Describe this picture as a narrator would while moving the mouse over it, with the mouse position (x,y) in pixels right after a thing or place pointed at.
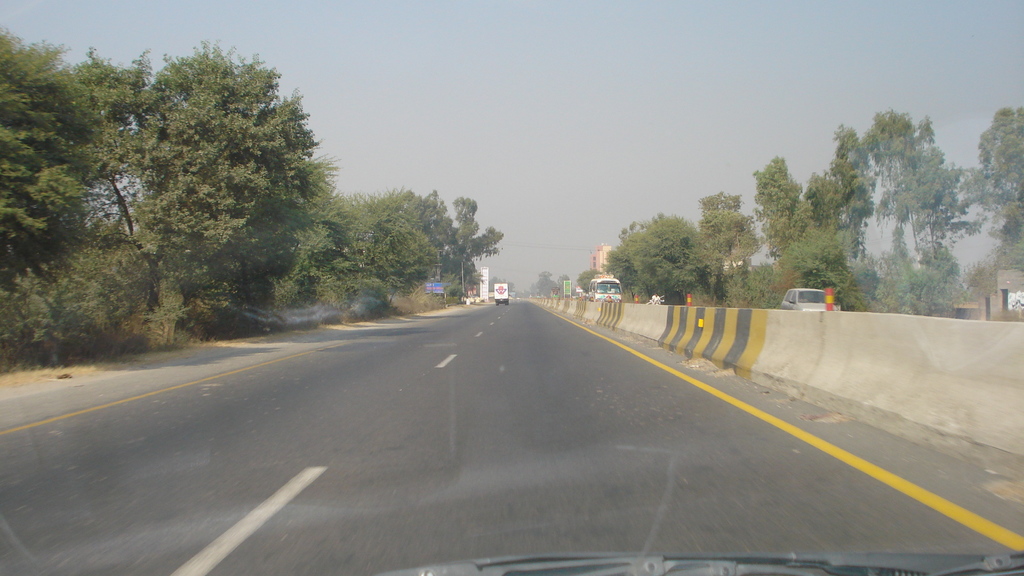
As we can see in the image there is a sky (624,114), trees (902,200), road (494,351), building (592,256) and on road (497,307) there is a van (500,291), bus (615,280), car (808,300) and a barrier (794,314).
